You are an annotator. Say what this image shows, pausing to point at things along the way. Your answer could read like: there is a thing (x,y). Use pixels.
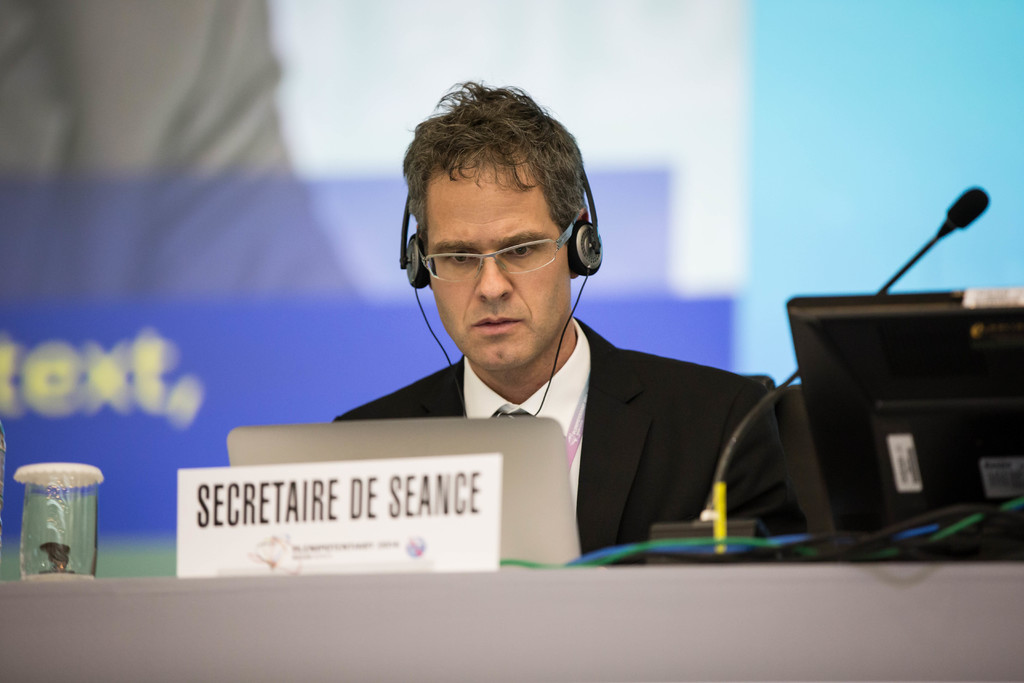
In this image I can see the person (495,356) wearing the black and white color dress (553,386). In-front of the person (472,320) I can see the systems (527,458), boards (392,543), mic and the glass (54,542). In the background (222,233) I can see the screen (222,233).
